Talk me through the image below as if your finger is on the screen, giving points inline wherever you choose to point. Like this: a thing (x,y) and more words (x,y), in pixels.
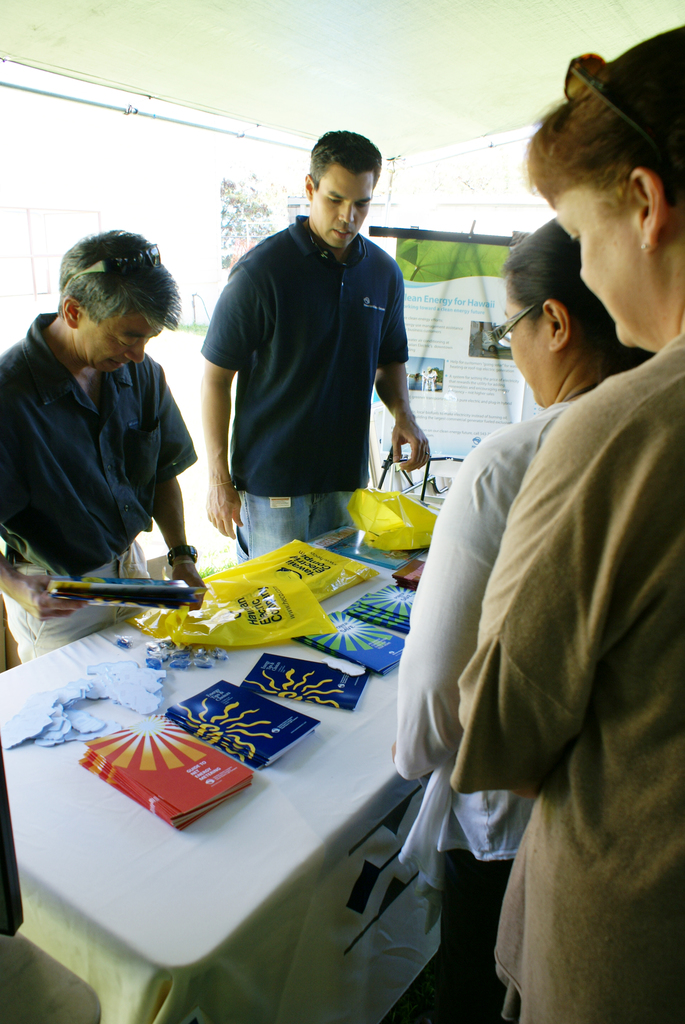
In this image I can see two men (50,457) and two women (513,294) are standing. On this table (121,902) I can see few carry bags (274,614) and few books (206,693).
